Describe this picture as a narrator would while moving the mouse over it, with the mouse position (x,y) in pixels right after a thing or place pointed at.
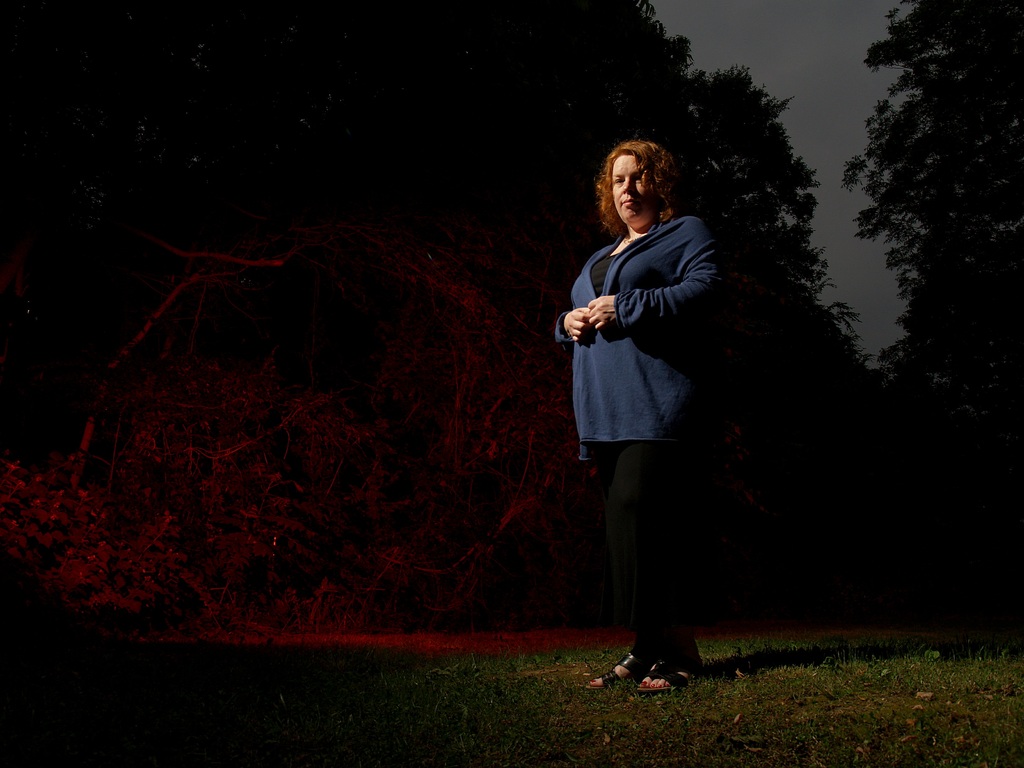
In the center of the image (607,341) we can see a lady (579,423) is standing and wearing a dress (678,503). In the background of the image (596,604) we can see the trees (956,282). At the bottom of the image (515,691) we can see the ground (601,670). At the top of the image (818,14) we can see the sky (862,94).
